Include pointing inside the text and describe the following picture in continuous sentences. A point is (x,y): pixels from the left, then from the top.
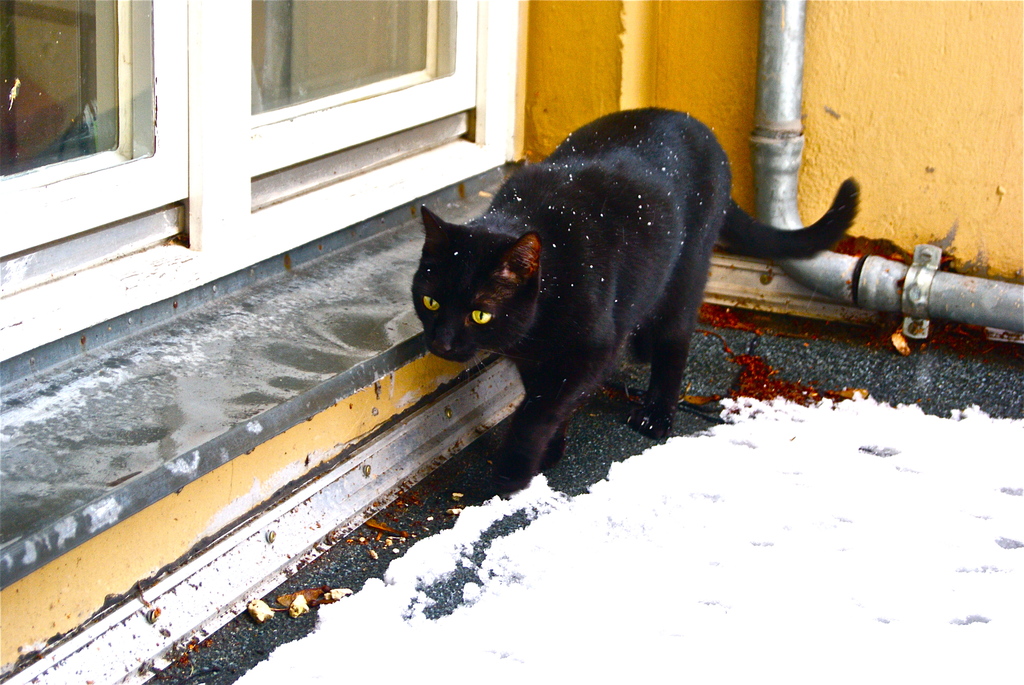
In this image there is a cat (567,307) moving on the floor (475,499), beside the cat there is a snow (808,569). In the background (570,83) is a wall (918,140).
